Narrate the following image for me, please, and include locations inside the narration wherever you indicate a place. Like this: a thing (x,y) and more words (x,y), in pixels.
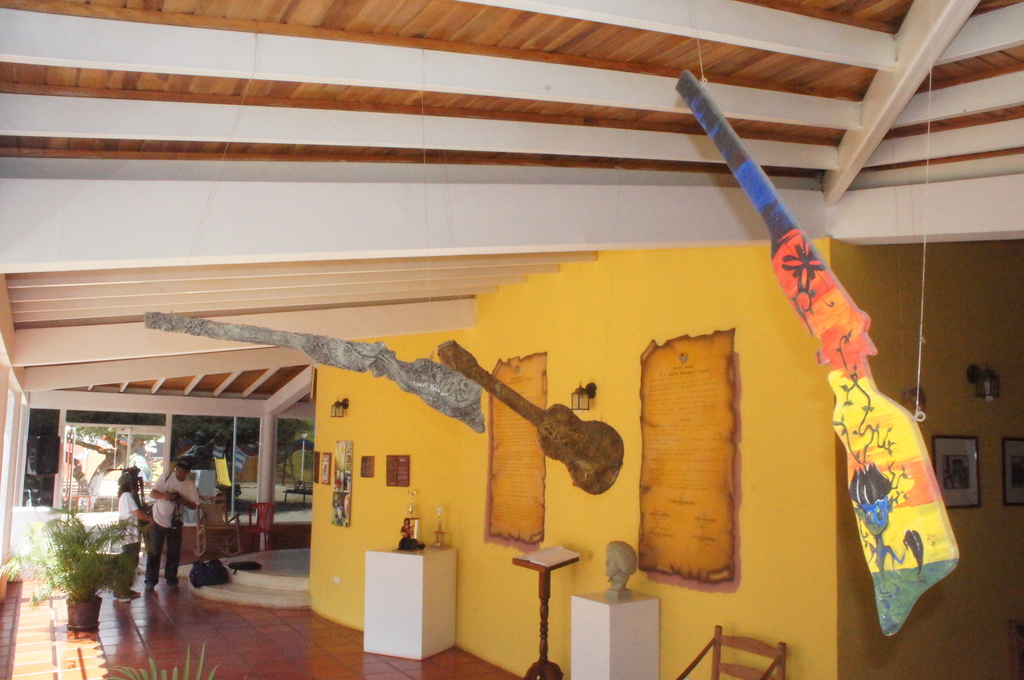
In this picture we can see two persons (156,511) standing on the floor (231,640), bag (216,568), house plants (83,592), book (550,550), chairs (743,669), wall (373,418) with frames (963,441) and posters (709,439) and in the background (119,447) we can see a tree (106,453).
